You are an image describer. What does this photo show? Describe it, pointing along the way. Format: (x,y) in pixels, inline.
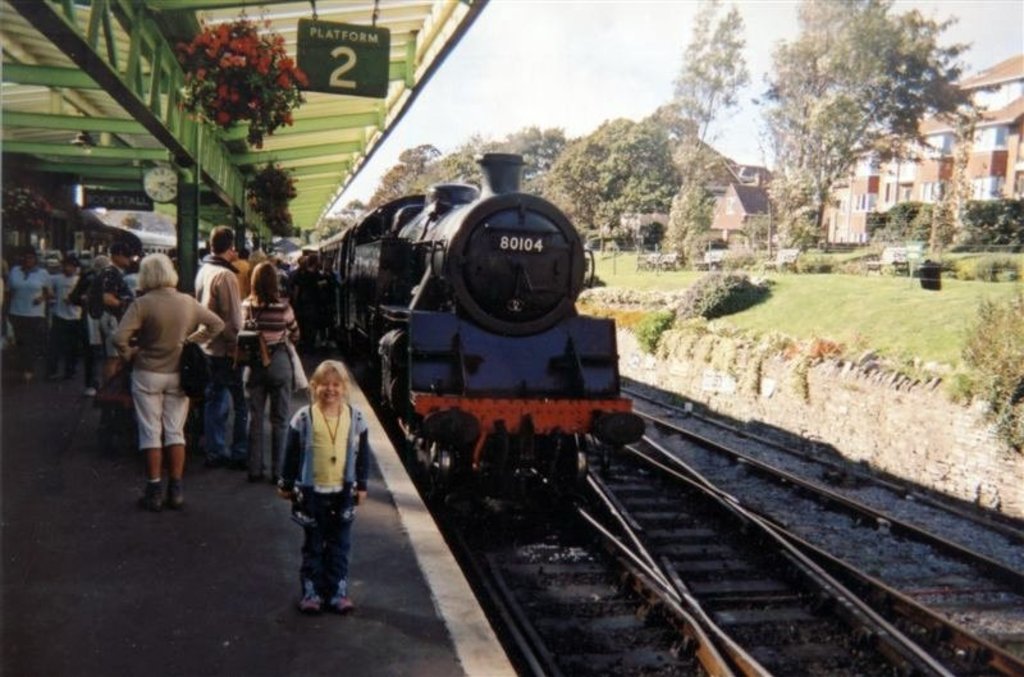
In this picture we can see a group of people (80,287) standing on a platform (77,601), train (414,381) on a railway track (559,620), name boards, plants (220,119) with flowers (267,192), rods (161,144), grass (826,304), buildings (856,183), trees (675,178) and in the background (594,90) we can see the sky (545,105).
